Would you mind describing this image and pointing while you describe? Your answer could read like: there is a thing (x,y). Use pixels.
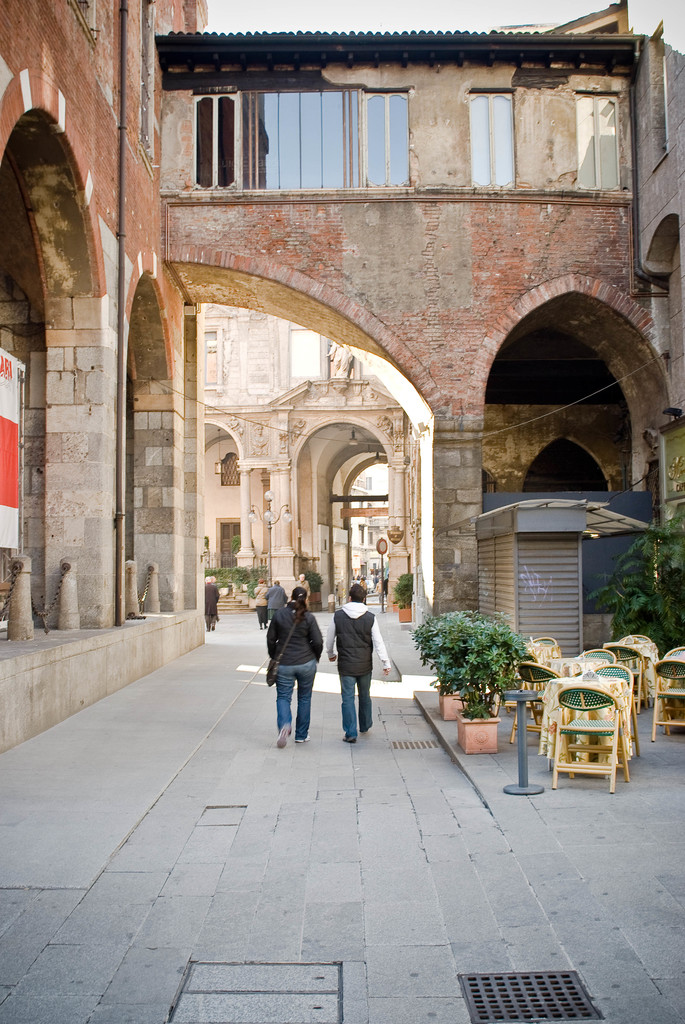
In this image i can see a woman (295,625) and a man (349,625) walking on road (348,747) at right (465,681) i can see a plant (465,691), few chairs (621,666), a table (585,667) at the back ground (219,412) i can see a pole (119,412), a wall (88,421) and a shed (486,580).
